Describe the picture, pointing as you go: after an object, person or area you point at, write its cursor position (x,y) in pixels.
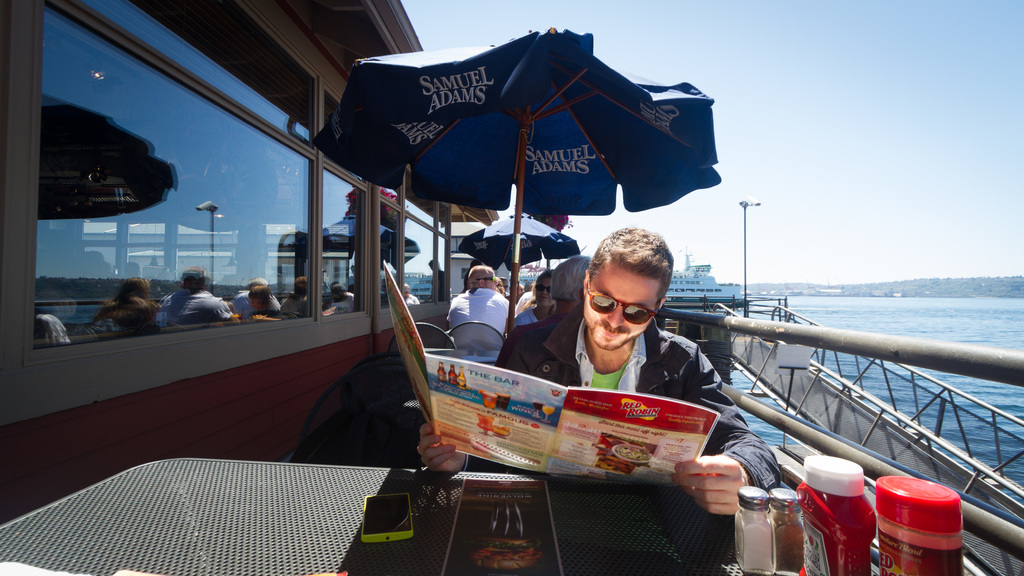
In the foreground of the picture (489,442) there is a person (688,345) sitting and looking into menu card (659,443), in front of him there is a table (649,523), on the table (692,514) there are jars (779,526), mobile (390,526) and other objects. In the center of the picture (510,231) that are umbrellas (518,262), people (489,291), chairs (465,324) and ship (693,275). On the left (183,273) there are glass windows (228,188), looking like a building (379,287). On the right (834,378) there are railings (813,426) and a water body (820,310). In the background (852,291) towards right (980,285) we can see trees (798,288) and buildings (786,291). At the top (783,85) it is sky (856,145), sky (836,145) is sunny.
